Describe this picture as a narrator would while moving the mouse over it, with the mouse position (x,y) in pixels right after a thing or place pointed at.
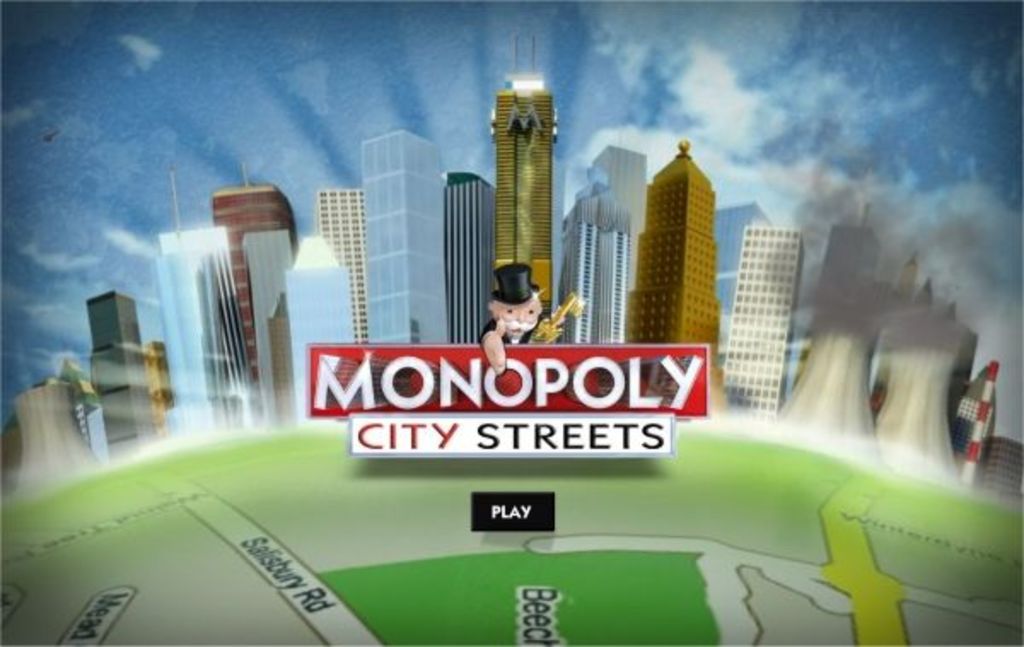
In this image we can see a picture. In the picture there are skyscrapers (256,348), sky (982,284) with clouds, map (231,503) and a person (499,310) holding a key (581,303) in his hand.
